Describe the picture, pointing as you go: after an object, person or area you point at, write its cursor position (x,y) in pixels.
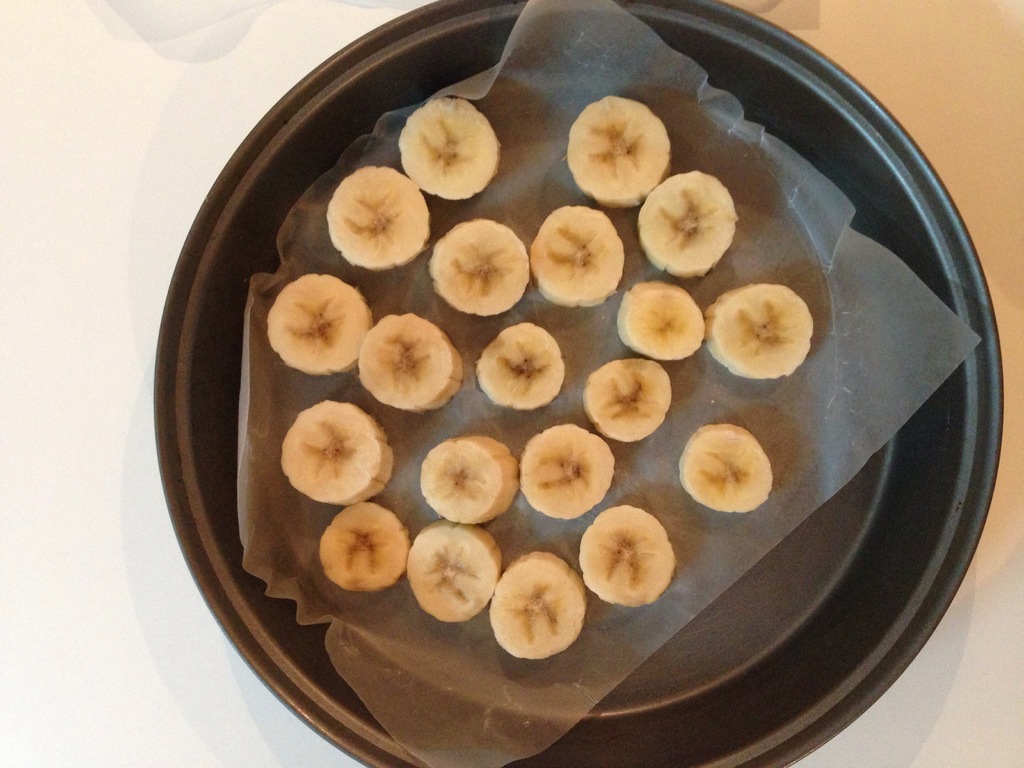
In this image, we can see a plate (259,175), on that plate (635,450), we can see a cover (737,406) with some food item (618,521). On the left side (129,177), we can see white color. On the right side (981,215), we can see yellow color.
